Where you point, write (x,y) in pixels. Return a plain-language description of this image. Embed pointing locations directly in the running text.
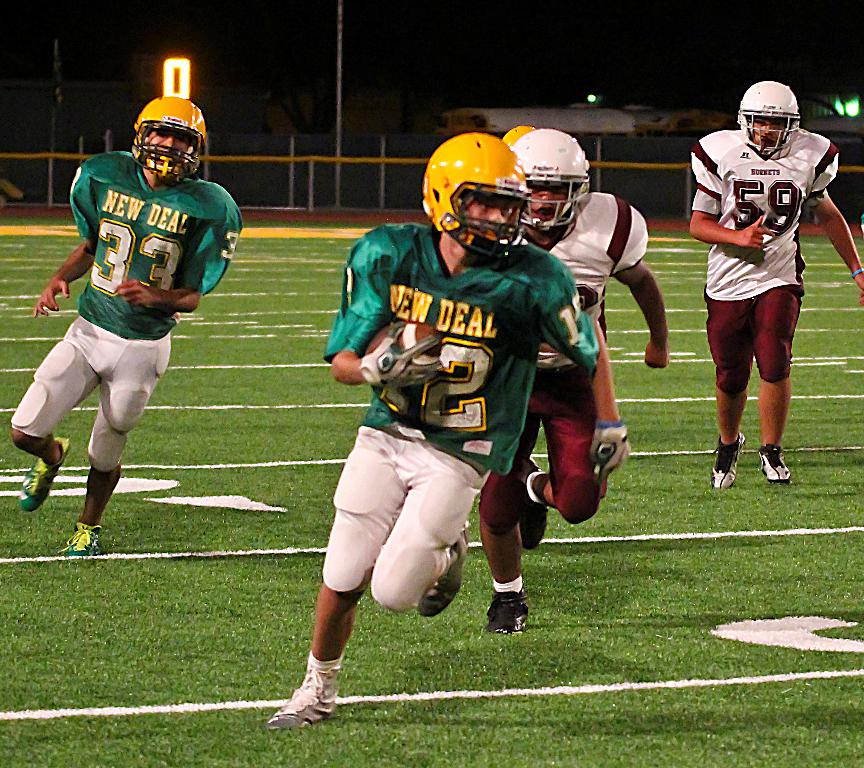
In this picture we can see some people (387,258) are playing and wearing the sports dress (464,287), helmets (586,186), shoes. In the background of the image (341,15) we can see the ground (571,594), railing (306,198), lights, pole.
